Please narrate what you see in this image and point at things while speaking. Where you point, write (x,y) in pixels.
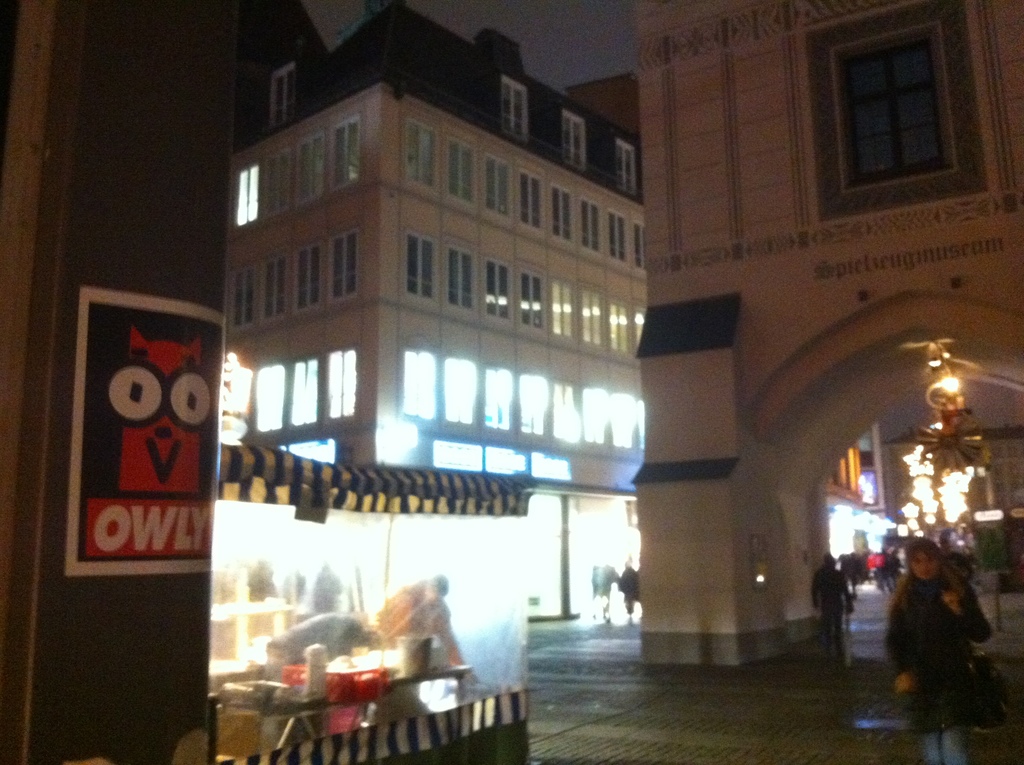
In this image we can see buildings (497,218), sky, advertisement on the pillar (138,650), food stall (249,651) and persons (914,570) on the road (590,683).
